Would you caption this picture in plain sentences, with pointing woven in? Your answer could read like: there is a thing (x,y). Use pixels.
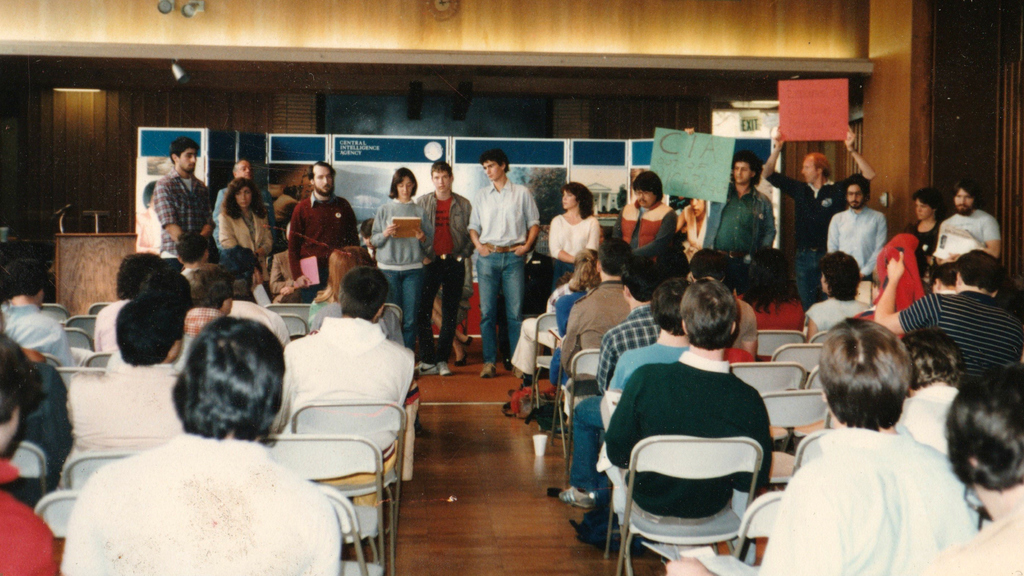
This picture is taken in a classroom (795,366). In the foreground of the picture (955,432) there are many people (720,300) seated in chairs (316,408). In the background (178,187) there are many people (167,194) standing. On the top of the background (402,164) there is a hoarding (483,152) and behind the hoarding (429,164) there is a board (377,103) and a wooden wall (163,105). Floor (475,473) is made of wooden. On the top left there is a podium (82,234) and mic (60,224) on it.
